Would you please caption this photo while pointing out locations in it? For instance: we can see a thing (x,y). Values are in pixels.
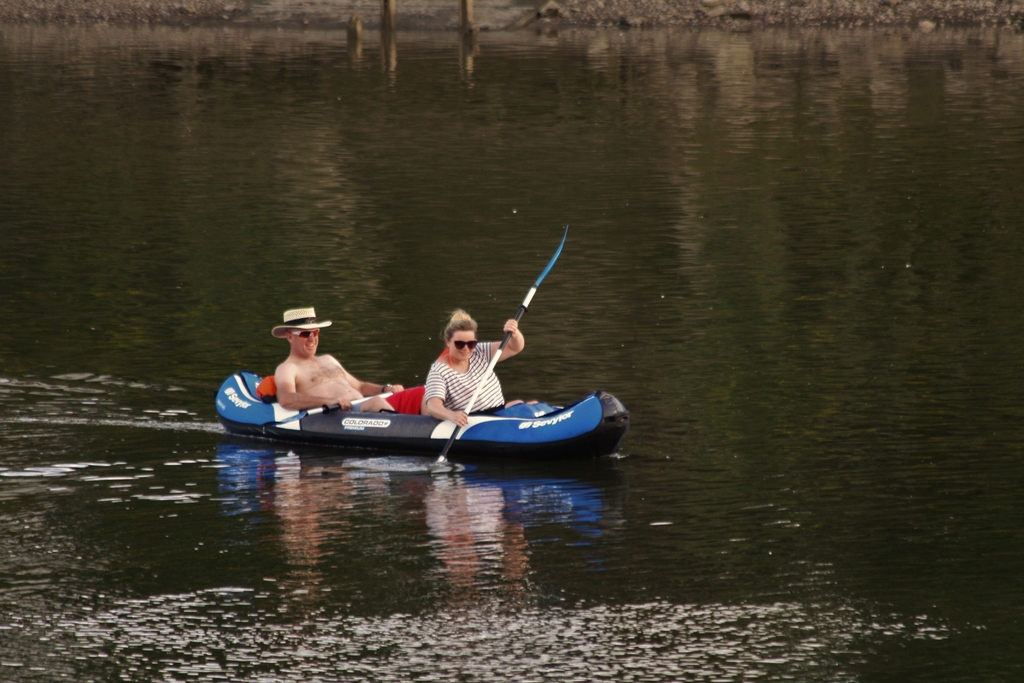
In the center of the image (458,370) we can see two persons (304,346) are sitting in the boat (574,415) and they are holding paddles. And the man (317,357) wearing a hat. In the background (348,152) we can see water (557,76) etc.
